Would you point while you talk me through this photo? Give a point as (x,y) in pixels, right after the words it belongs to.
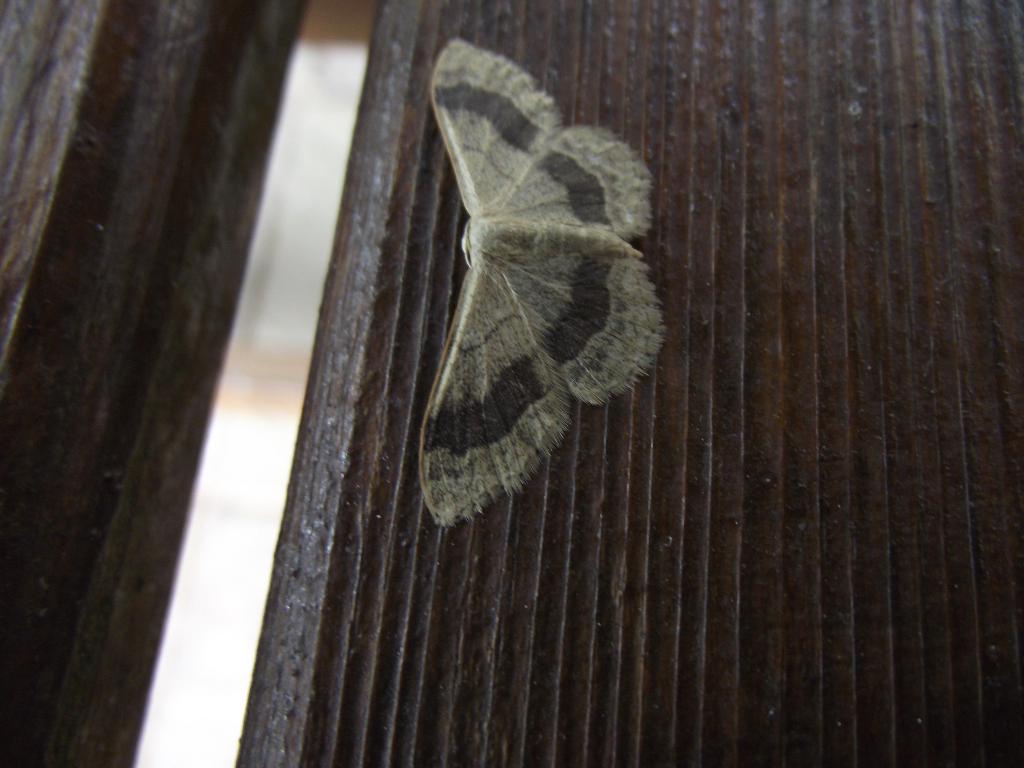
In this image I can see a grey and black colour insect (468,287). I can also see black colour in background (490,49).
